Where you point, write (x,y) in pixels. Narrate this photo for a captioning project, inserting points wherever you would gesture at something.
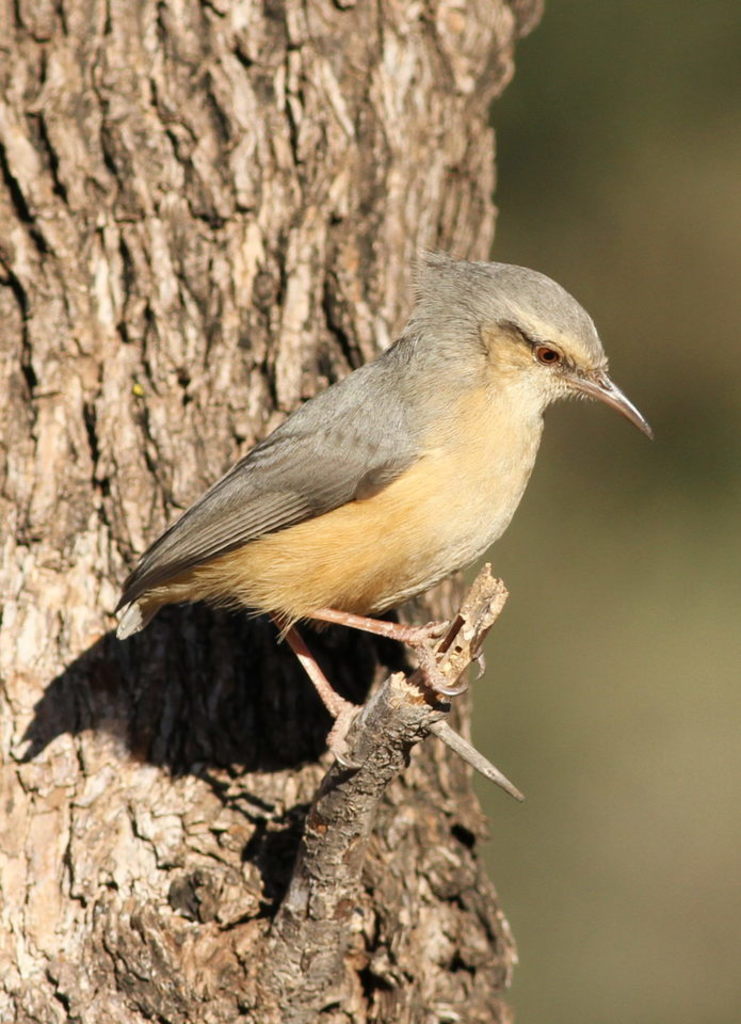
In the middle of the image (378,439) we can see a bird (401,453) and trunk (188,317) of a tree (182,288).
